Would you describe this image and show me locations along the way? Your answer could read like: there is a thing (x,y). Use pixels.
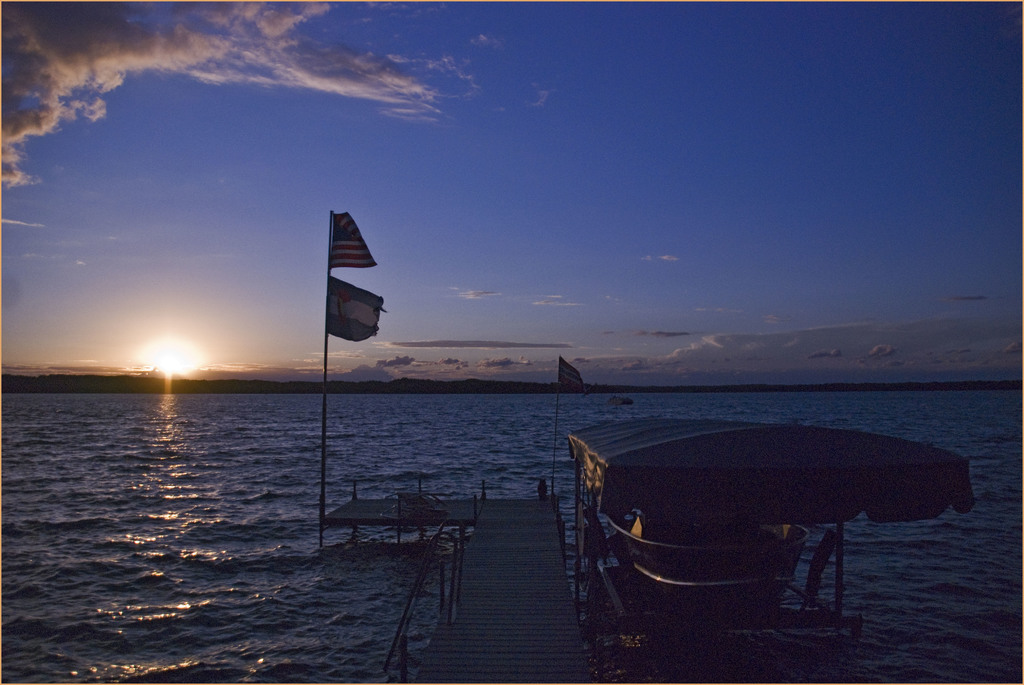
In this image we can see sky (255,212) with clouds (84,78), sun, water (340,401), walkway bridge (448,511), flags (332,243) and a ship (719,552).
